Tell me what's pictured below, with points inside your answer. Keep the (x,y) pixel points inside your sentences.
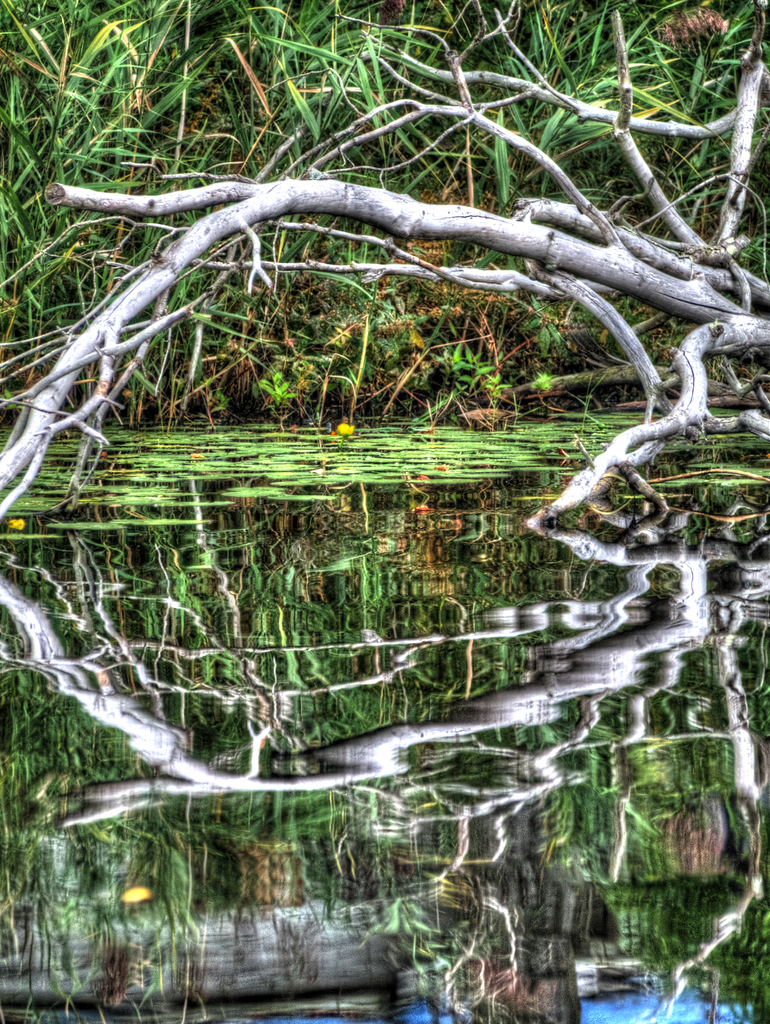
In the picture we can see the water (676,823) and on it we can see a dried tree stem (125,292) and behind it we can see some grass plants (417,338).
